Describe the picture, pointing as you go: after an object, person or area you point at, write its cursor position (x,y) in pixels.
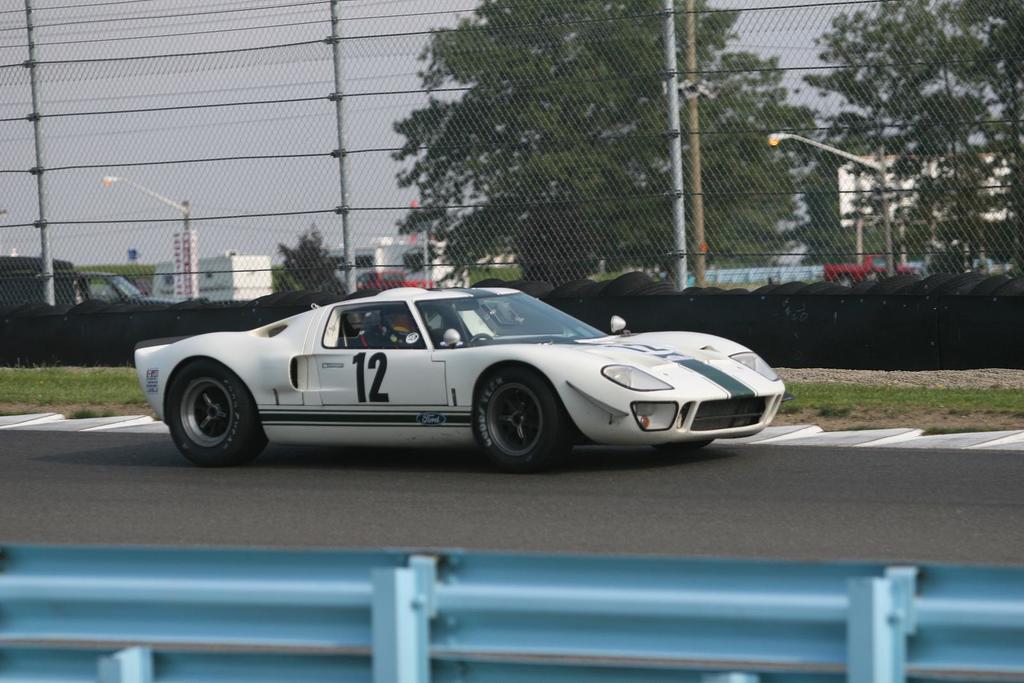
In this image there is a racing car (398,384) on the road (446,452). In the background (382,225) there is a fence (276,154). At the bottom (419,615) there is railing (556,605). Behind the fence (678,133) there are trees (667,140) and buildings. There are poles (182,208) on the road (483,483) to which there are lights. At the top (267,79) there is the sky (245,73).
